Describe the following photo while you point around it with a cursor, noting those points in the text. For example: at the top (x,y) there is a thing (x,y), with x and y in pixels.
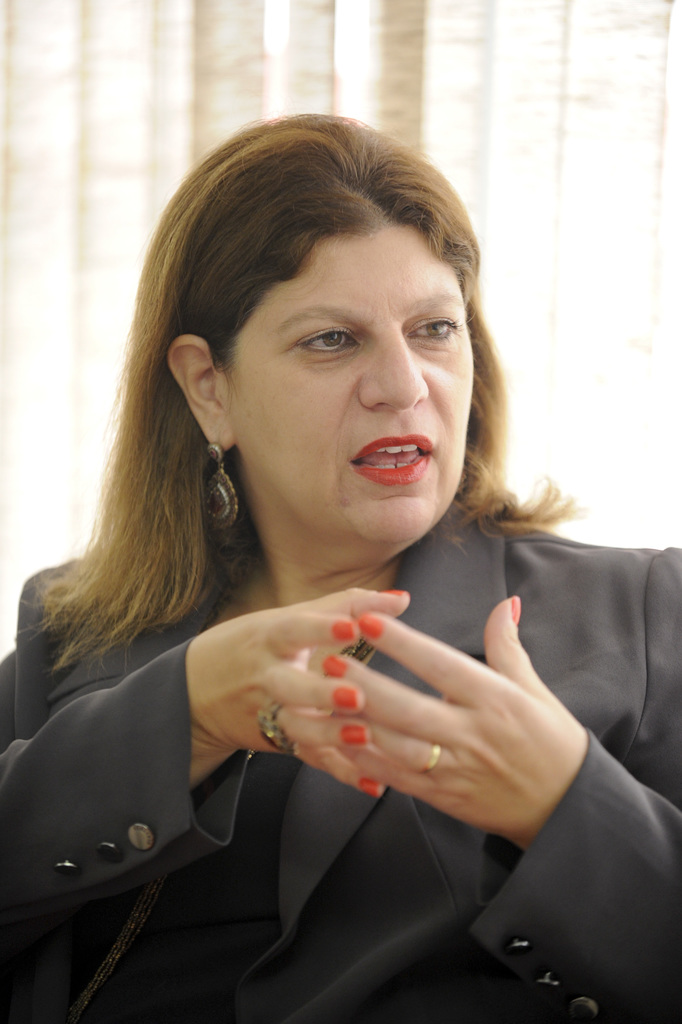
In this picture I can see a woman (366,712) is wearing black color suit (389,814) and earrings (226,502).
